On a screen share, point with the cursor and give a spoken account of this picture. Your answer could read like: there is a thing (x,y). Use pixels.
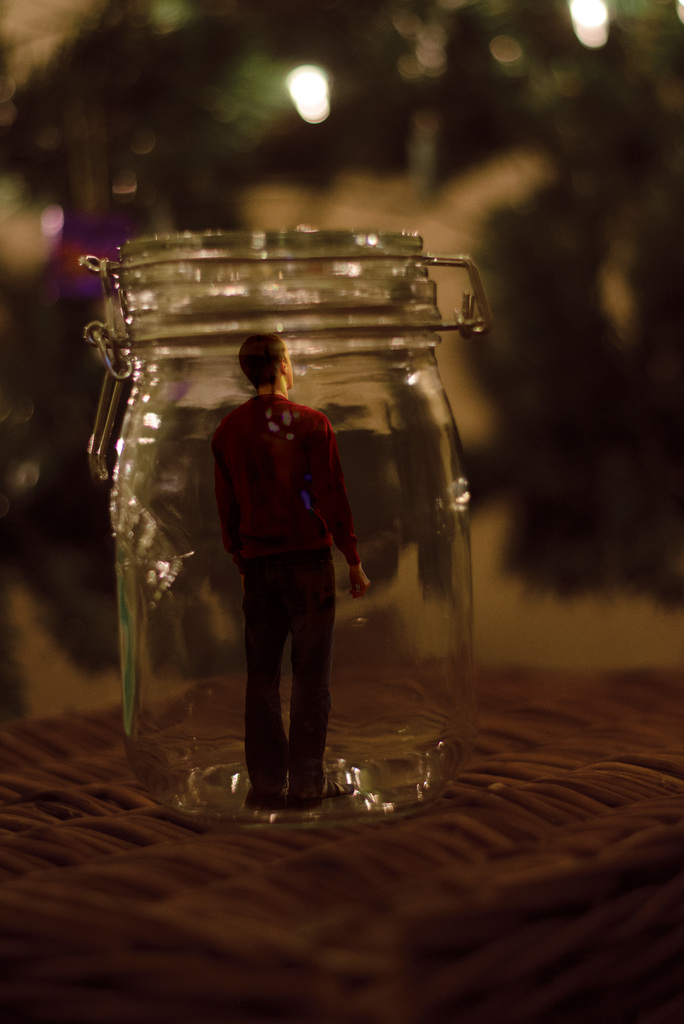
In this image I can see a toy (275,406) in a mason jar (204,307). The background (555,289) is blurred.
